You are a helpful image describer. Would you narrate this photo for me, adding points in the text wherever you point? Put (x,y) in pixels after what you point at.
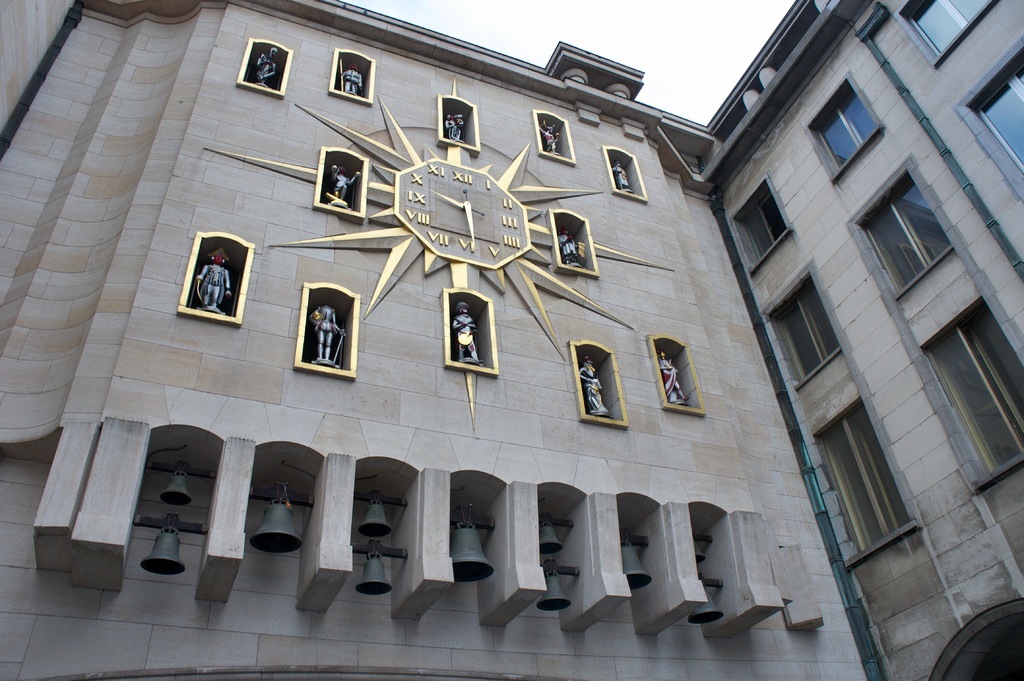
Here we can see a building (821,381), clock (528,226), sculptures (572,264), and bells (467,580). In the background (643,90) there is sky (723,46).
